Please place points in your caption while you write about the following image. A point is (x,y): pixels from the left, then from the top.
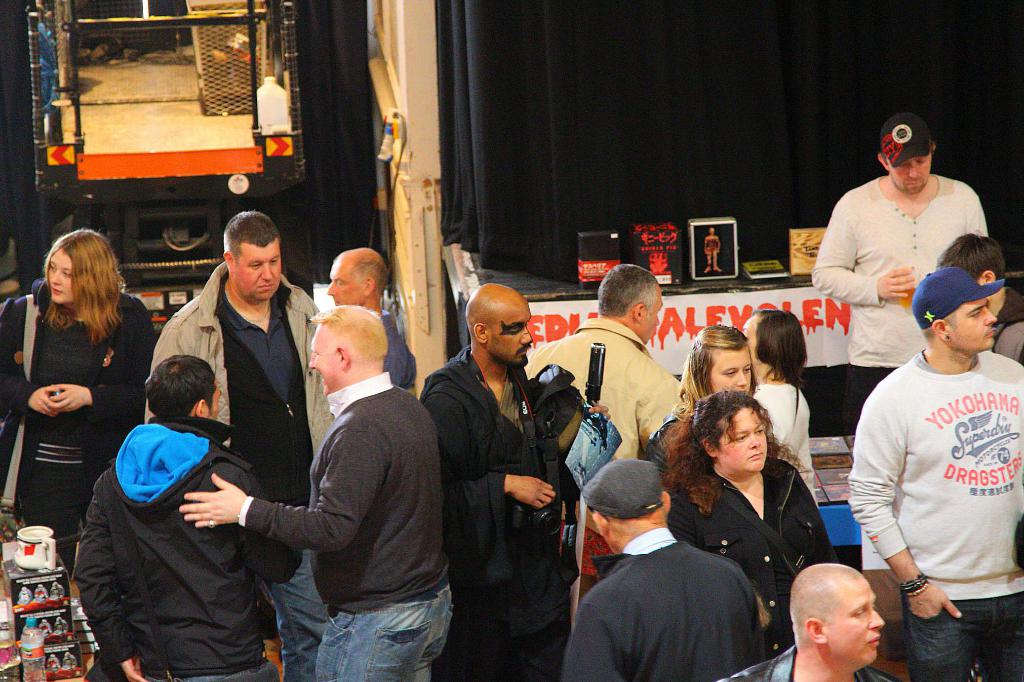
In the foreground (374,415), I can see a group of people (504,489) on the floor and some objects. In the background (486,254), I can see curtains (987,205), some objects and metal objects (68,100). This picture might be taken in a day.
